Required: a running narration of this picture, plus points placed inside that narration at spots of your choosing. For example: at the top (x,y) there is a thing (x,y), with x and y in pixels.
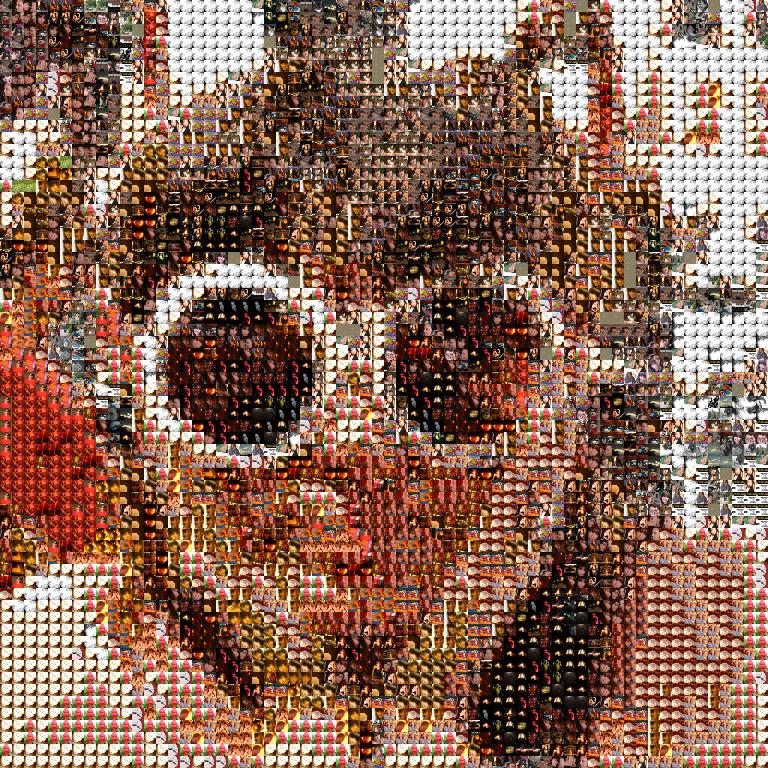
This is an edited image, in this image in the center (267,366) there is one person (367,473).
